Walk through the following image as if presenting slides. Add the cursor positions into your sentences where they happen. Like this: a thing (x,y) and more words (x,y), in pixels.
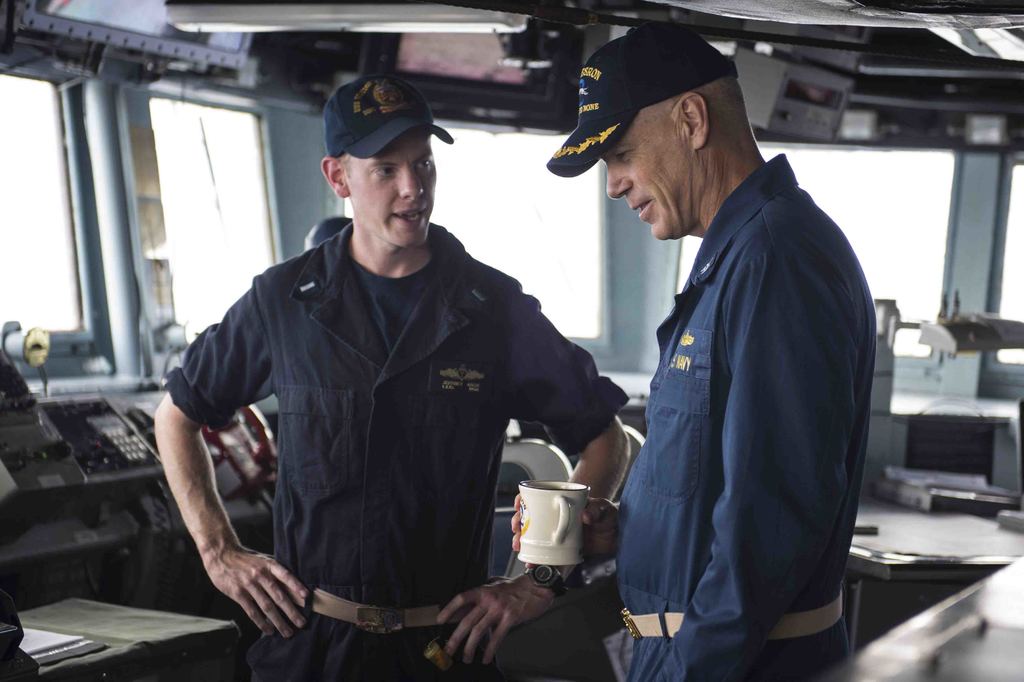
In this image in the foreground (430,363) there are two persons (695,426) who are standing and one person (738,553) is holding a cup (561,495), it seems that they are talking. And in the background (241,239) there is another person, and some tools (45,459) and machines (67,572) and some objects (981,343) and also there are some windows (189,216). At the top (114,8) there are some televisions (505,53) and some other objects (947,74).
